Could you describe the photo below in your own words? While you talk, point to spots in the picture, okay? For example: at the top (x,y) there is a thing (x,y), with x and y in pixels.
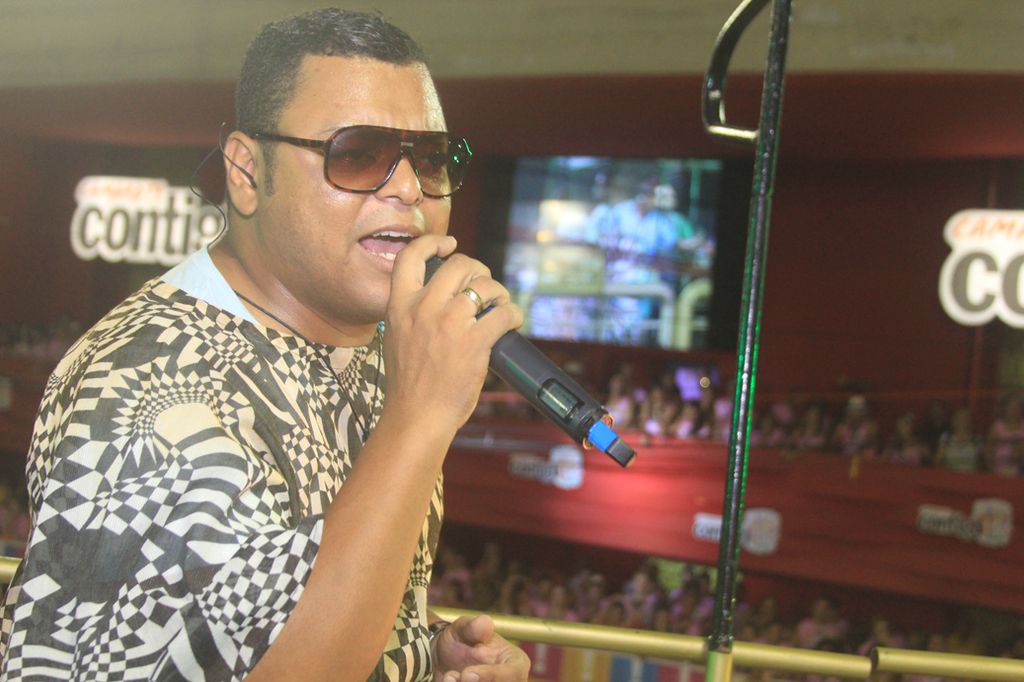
In this image we can see one person (266,510), microphone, metal rods (741,388), blurred background (707,193).
